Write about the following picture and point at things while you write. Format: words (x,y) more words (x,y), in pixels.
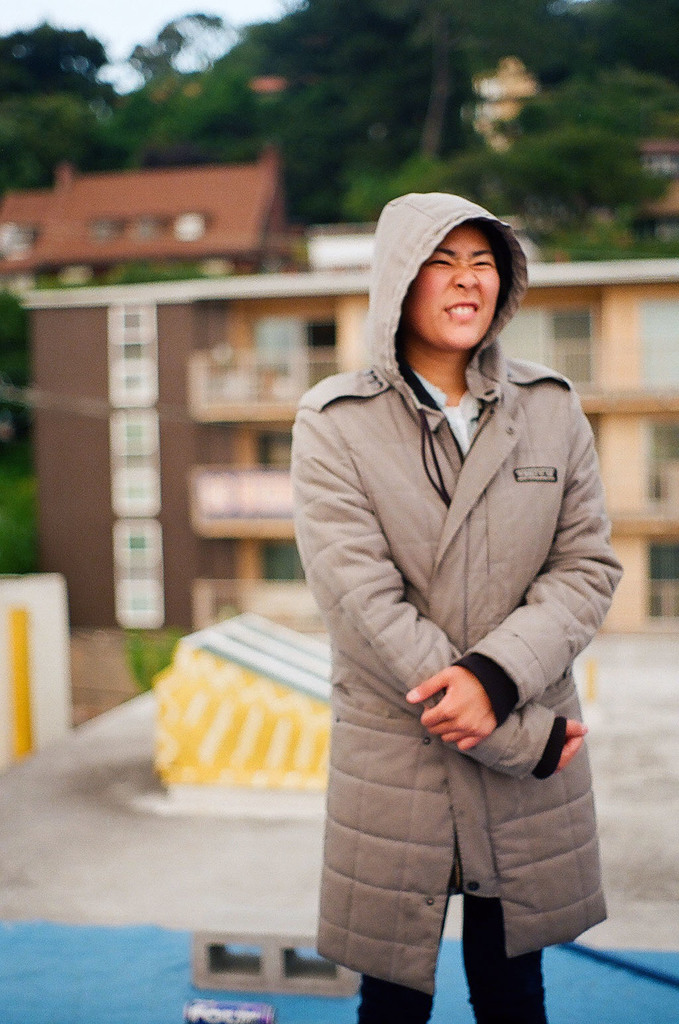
In the foreground (565,886) I can see a person (544,884) is standing on the floor (613,949). In the background (158,390) I can see a house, plants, buildings (210,565), trees (373,104) and the sky (83,11). This image is taken maybe during a day.
